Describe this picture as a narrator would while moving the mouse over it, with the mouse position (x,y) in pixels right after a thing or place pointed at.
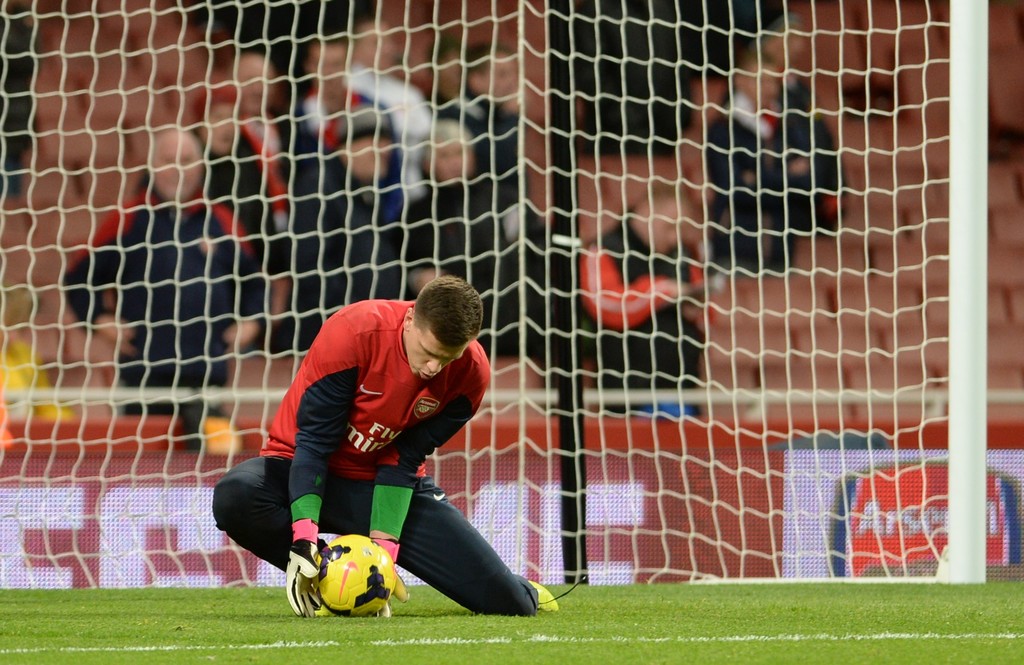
This image is clicked in a ground (551,588). There is a man (340,450) playing the game. He is holding a ball (368,586). At the bottom (534,623), there is green grass (142,625). In the background (730,162), there is a net (541,212). Behind that there are persons (160,271) sitting.
